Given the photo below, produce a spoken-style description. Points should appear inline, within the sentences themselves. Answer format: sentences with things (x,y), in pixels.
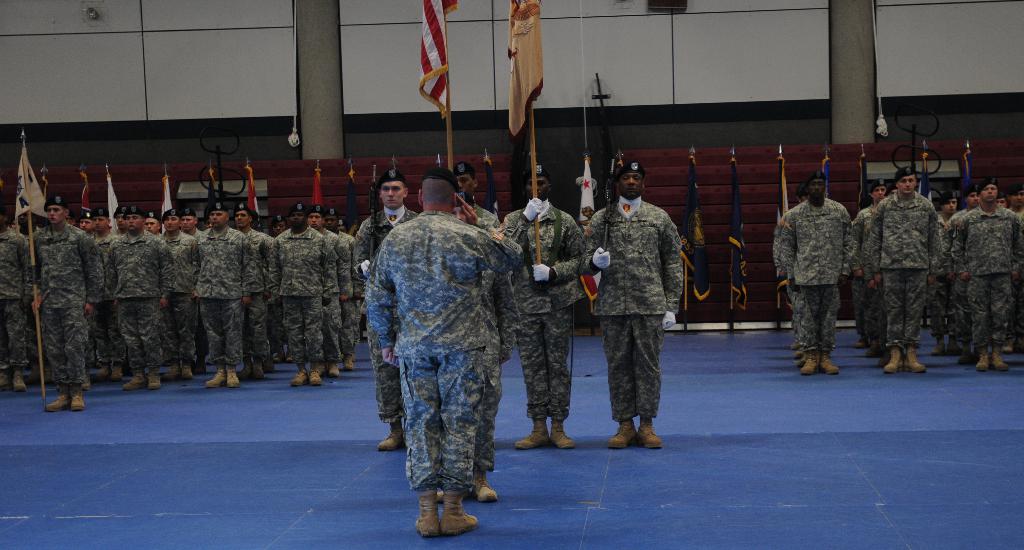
In the image there are many people (399,313) with uniforms (262,248) is standing with hats (104,216) on their heads (64,210). And also there are wearing shoes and holding flags (30,208) in their hands (541,213). Behind them there are poles (736,259) with flags (112,182). And also there are pillars (309,126) and there is a wall (367,119).
